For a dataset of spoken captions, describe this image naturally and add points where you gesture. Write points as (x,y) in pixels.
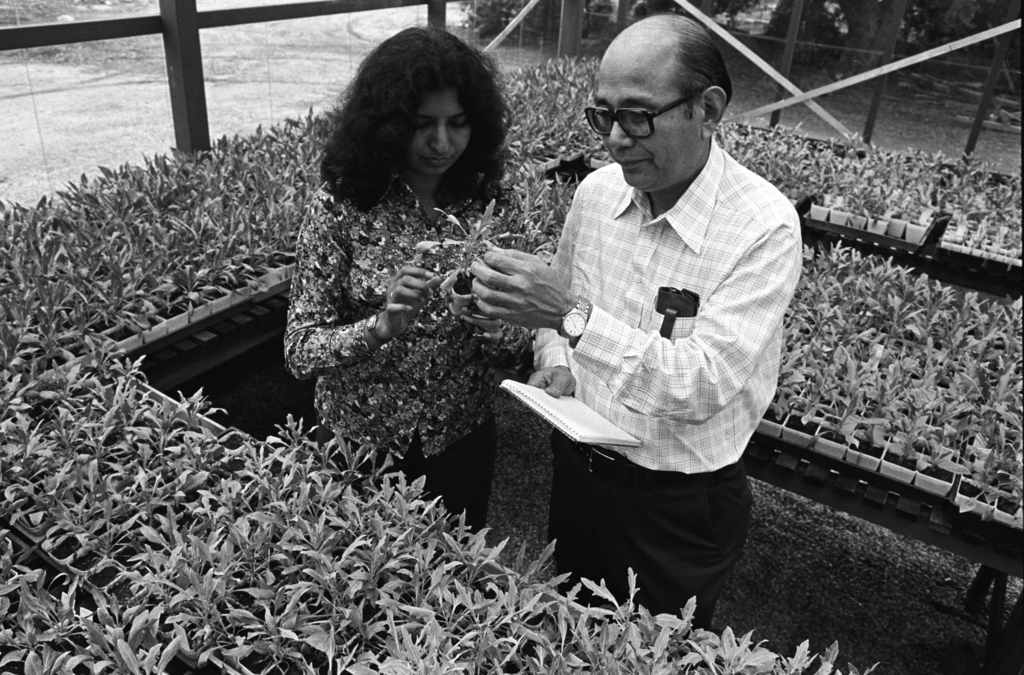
In this image I can see number of plants (348,587) and here I can see two persons (316,275) are standing. I can see both of them are holding a plant (484,216) and he is holding a book (506,383). I can also see he is wearing shirt (619,319), watch (567,320) and specs (612,122). I can see this image is black and white in colour.
